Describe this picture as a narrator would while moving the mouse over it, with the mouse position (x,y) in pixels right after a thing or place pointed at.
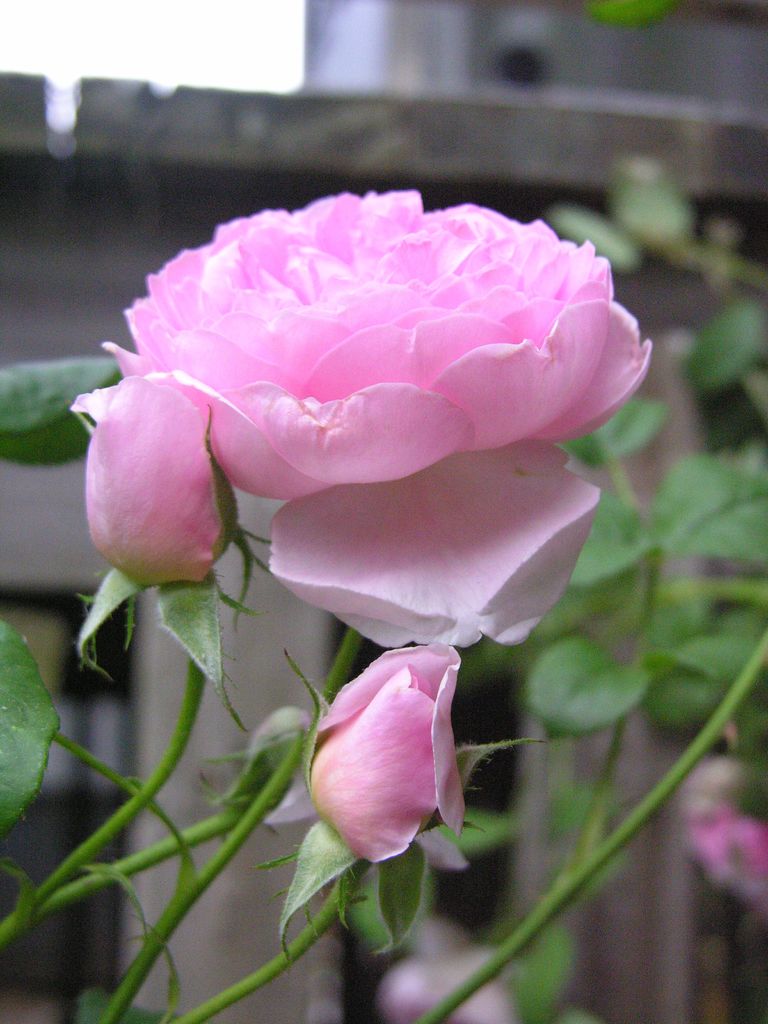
In this image I can see few pink colour flowers (389,812) and green leaves (23,735). In the background (508,812) I can see few more flowers (764,850), leaves (635,532), a building (323,164) and I can see this image is little bit blurry in the background (657,251).
